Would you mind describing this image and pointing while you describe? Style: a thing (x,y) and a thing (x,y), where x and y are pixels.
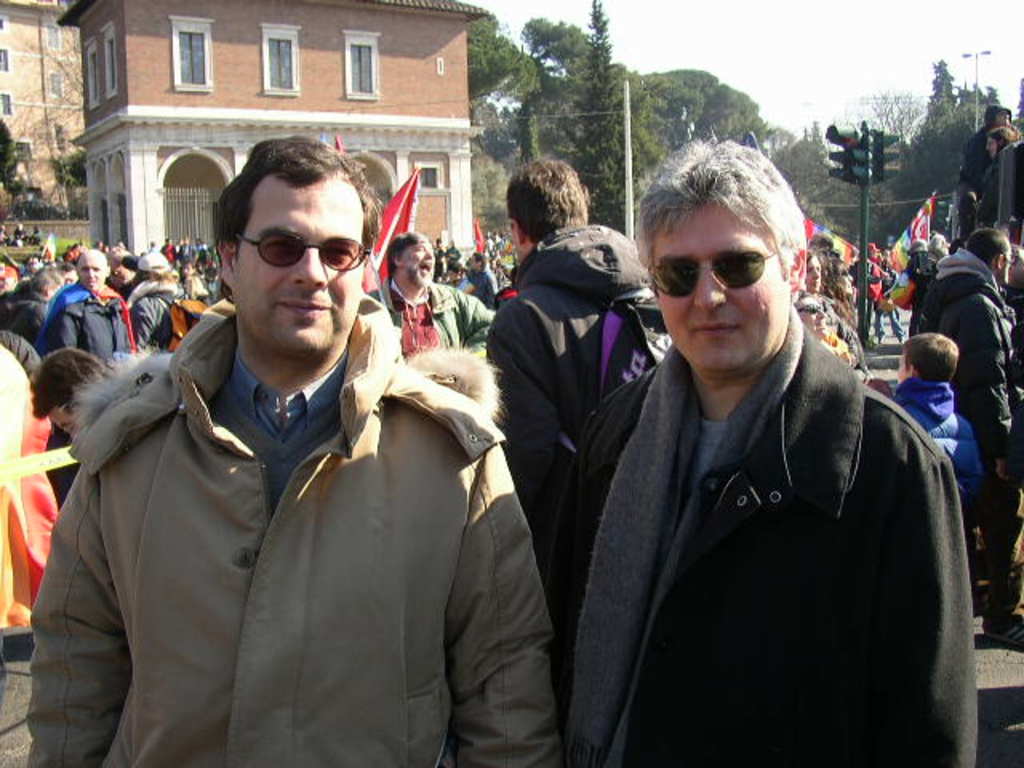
In this picture we can see a few people (395,265), traffic signal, buildings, streetlight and some trees (945,181) in the background (877,216).
